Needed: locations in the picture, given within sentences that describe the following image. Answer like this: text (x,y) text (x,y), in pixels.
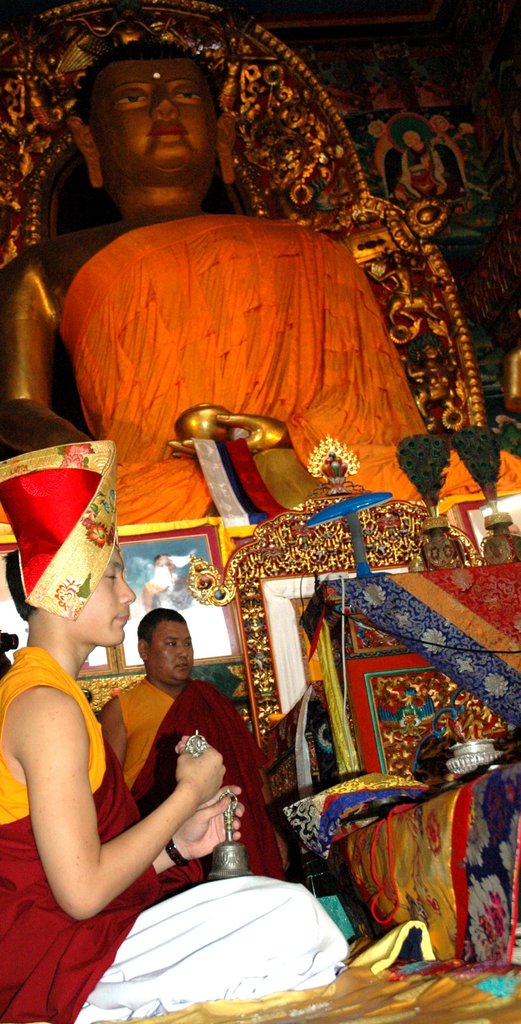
In this image we can see a person (65,751) wearing dress (262,922) and cap (65,528) is holding a bell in his hands (188,851) and sitting on the floor (414,996). Here we can see a few objects (288,546) and a person (174,678) standing here. In the background (155,592), we can see the photo frames (185,550) and the statue (47,300).
